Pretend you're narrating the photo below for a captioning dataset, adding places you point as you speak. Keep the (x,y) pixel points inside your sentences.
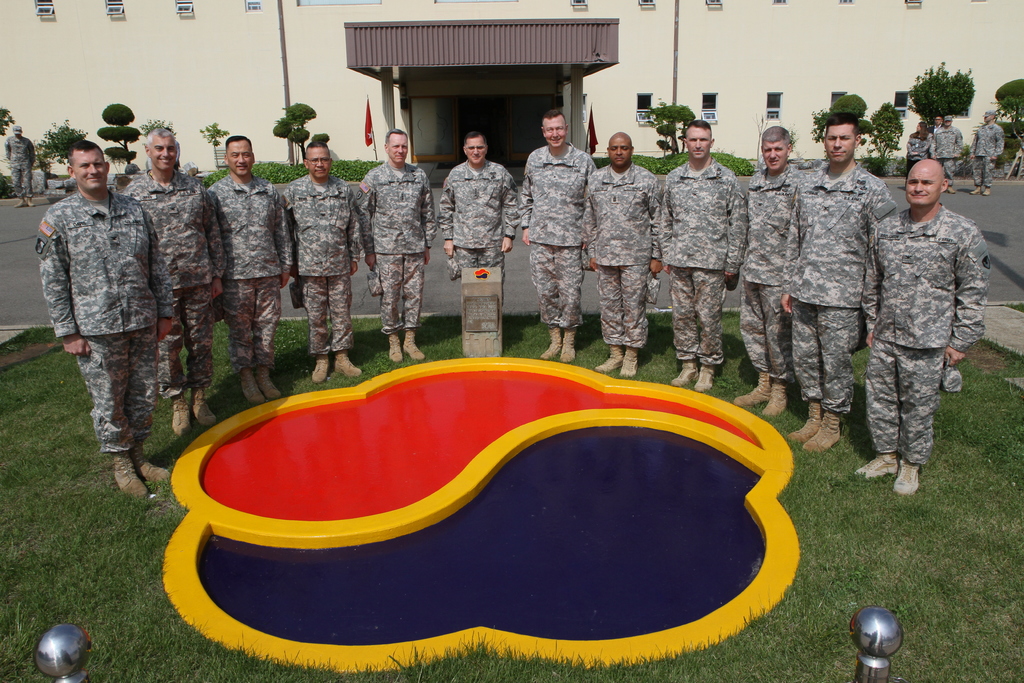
In this image we can see a group of people (863,290) wearing military uniforms (712,261) are standing on the ground (733,303). In the foreground (798,473) we can see an emblem (703,583) on the ground (765,669), some metal poles (81,651), statue (488,306) and in the background (612,42), we can see a building (77,34) with a group of windows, shed (474,45), flags (595,140), group of trees (890,145) and plants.
